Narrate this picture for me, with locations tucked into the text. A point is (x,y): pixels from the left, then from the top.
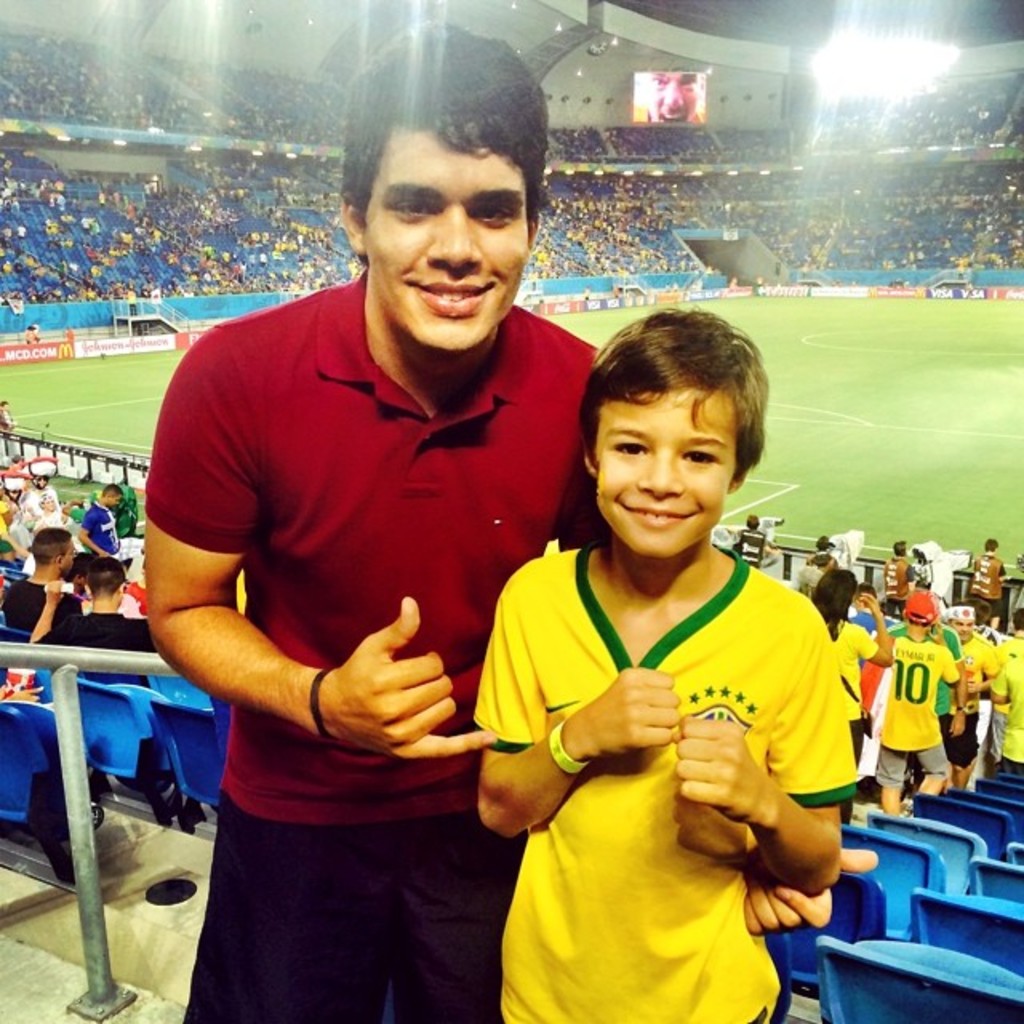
In the foreground (429,382) I can see two persons (406,713) are standing on the steps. In the background (168,707) I can see a fence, chairs (178,759), crowd (110,250) in the stadium (253,265), boards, lights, screen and grass (831,421). This image is taken may be on the ground (941,411).
